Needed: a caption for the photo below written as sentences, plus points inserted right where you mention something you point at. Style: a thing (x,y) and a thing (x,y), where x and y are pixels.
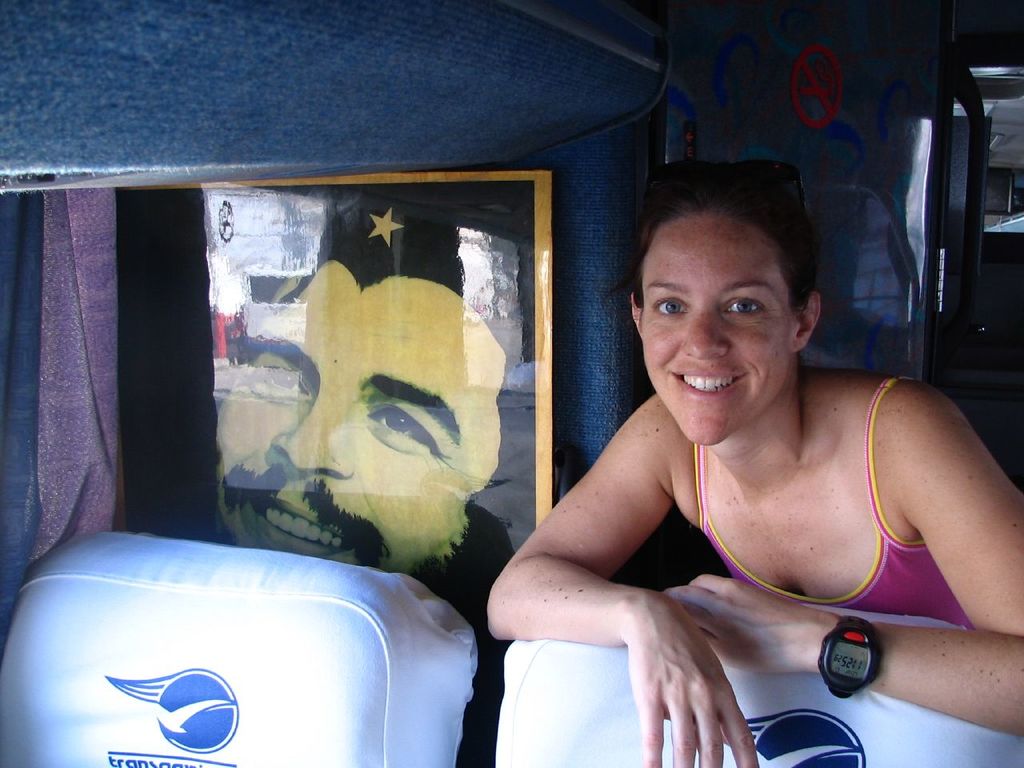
In this picture we can see a woman (787,469) is smiling on the right side (758,435), she wore a watch (840,639), on the left side (321,324) we can see a photo frame (360,295), we can see picture (325,410) of a person (327,354) in the frame (337,311), there are two chairs (559,728) at the bottom (446,689).
